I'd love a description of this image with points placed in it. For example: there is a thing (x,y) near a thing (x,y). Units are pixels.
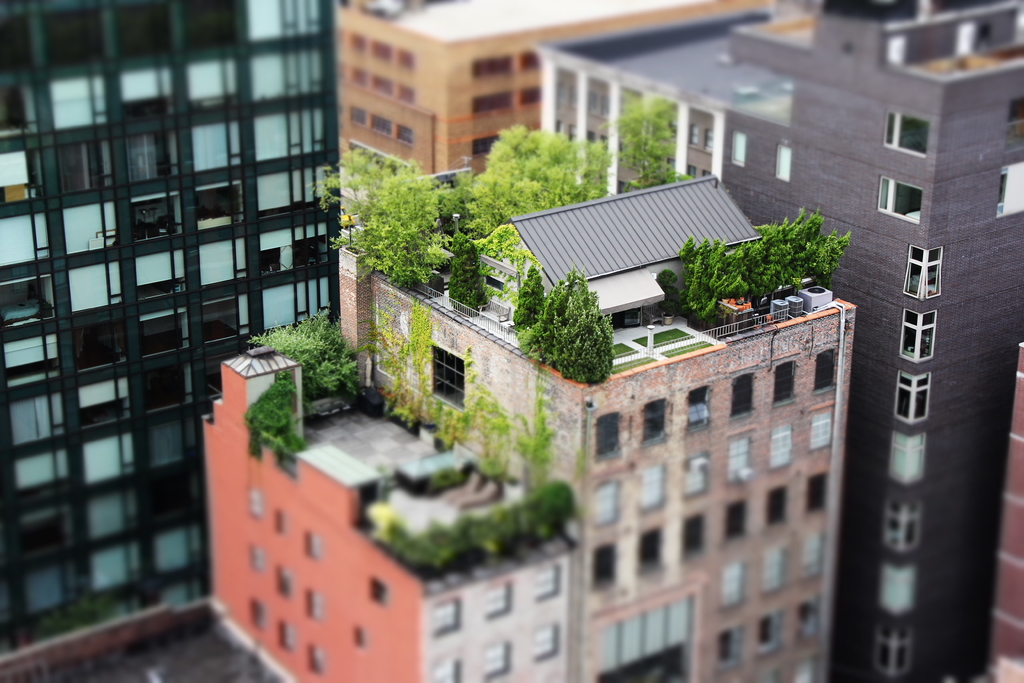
In the foreground of this picture (550,387), there is a building (649,547) and trees (568,350) at top of that building (623,559), we can also see a building (623,272) at roof top (631,335), pipes (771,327) and few tanks (785,301). In the background (250,106), we can see few buildings (305,136) and windows (264,135).
